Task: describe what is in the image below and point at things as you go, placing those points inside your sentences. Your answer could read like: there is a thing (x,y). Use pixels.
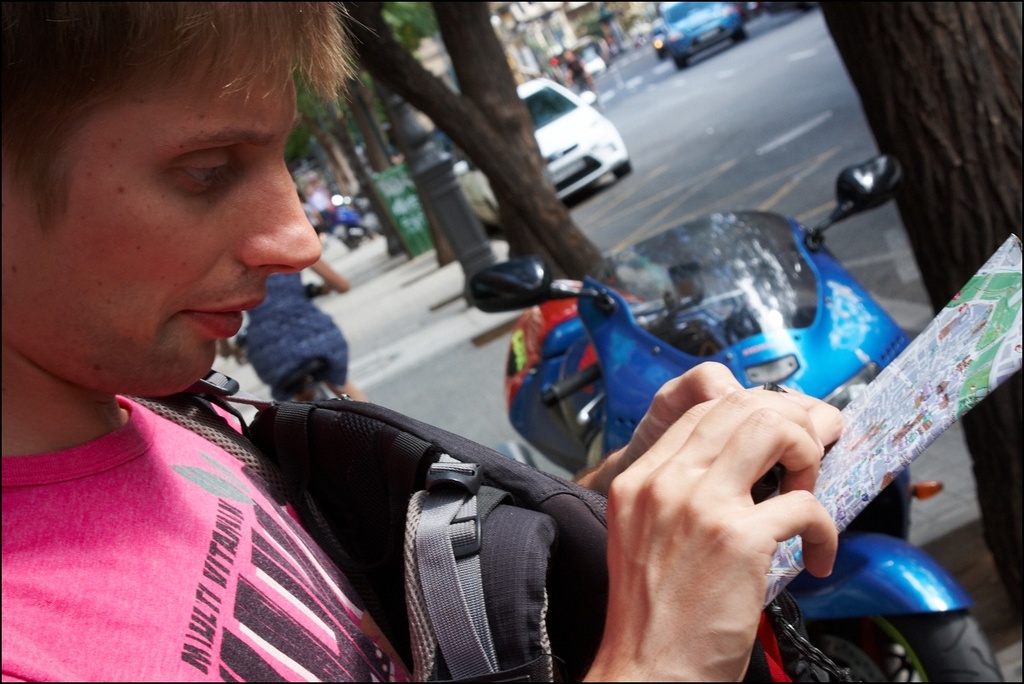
This is the picture of a place (413,474) where we have a person (611,511) who is holding the backpack (530,490), map (830,479) and to the side there is an other person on the bicycle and also we can see some cars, trees (994,111) and some other things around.
